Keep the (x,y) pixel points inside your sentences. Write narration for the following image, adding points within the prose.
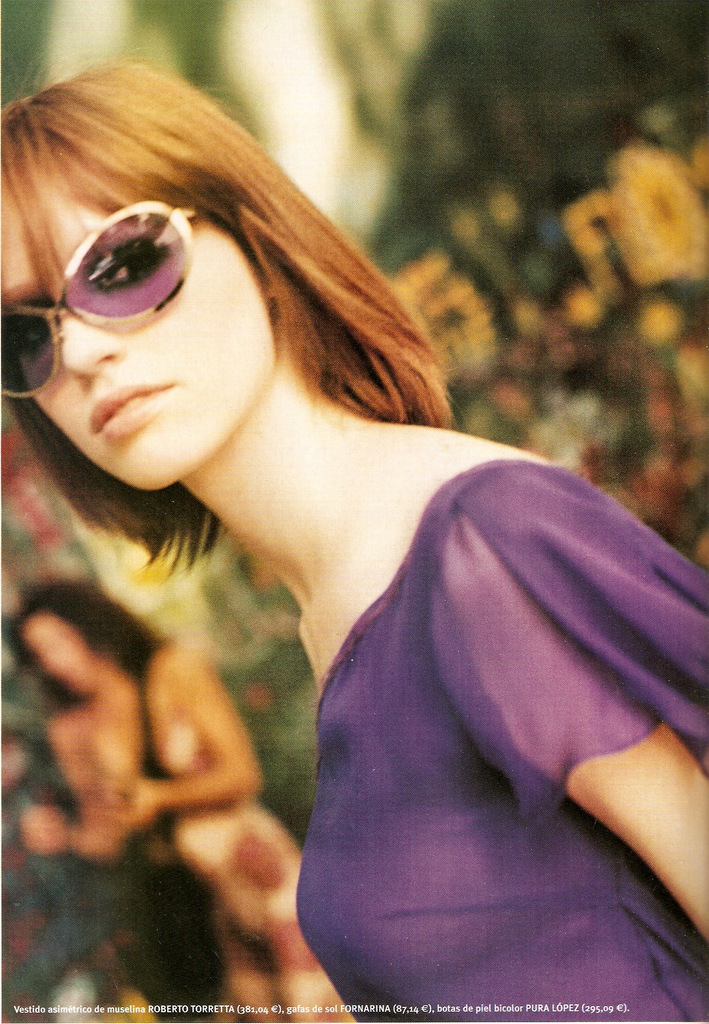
In this image, there is a person (541,566) on the blur background. This person (87,334) is wearing clothes (426,852) and sunglasses (150,272).
